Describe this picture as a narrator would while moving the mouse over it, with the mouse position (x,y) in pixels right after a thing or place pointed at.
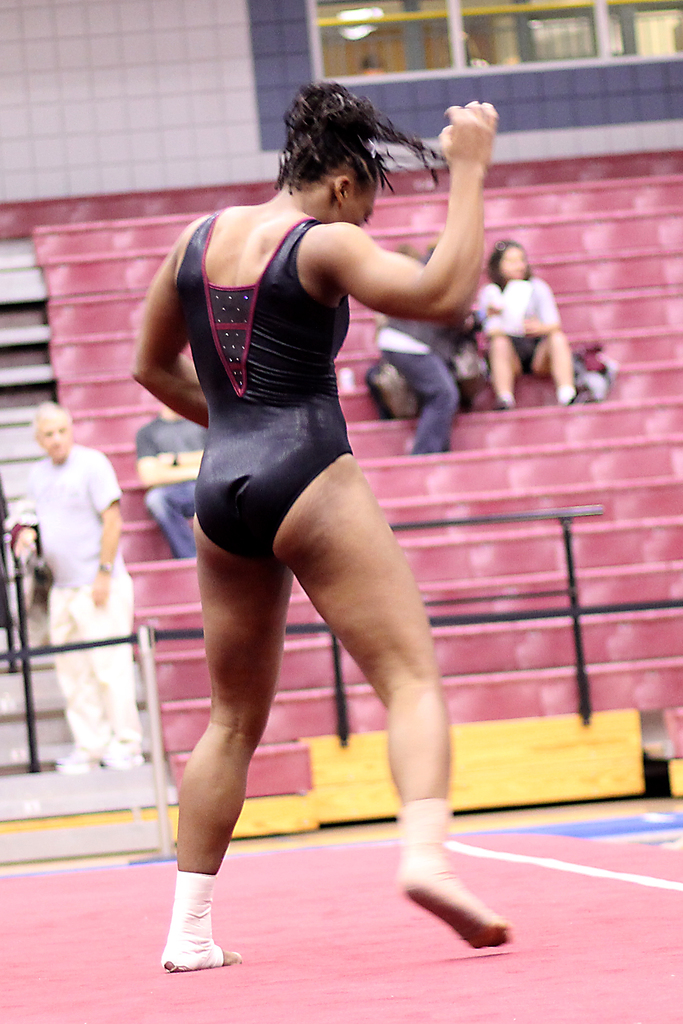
In this image, we can see two persons (49,475) standing and wearing clothes (289,348). There are three persons (438,372) in the middle of the image (413,383) sitting on stairs (471,444). There is a wall (218,134) at the top of the image (237,78).
